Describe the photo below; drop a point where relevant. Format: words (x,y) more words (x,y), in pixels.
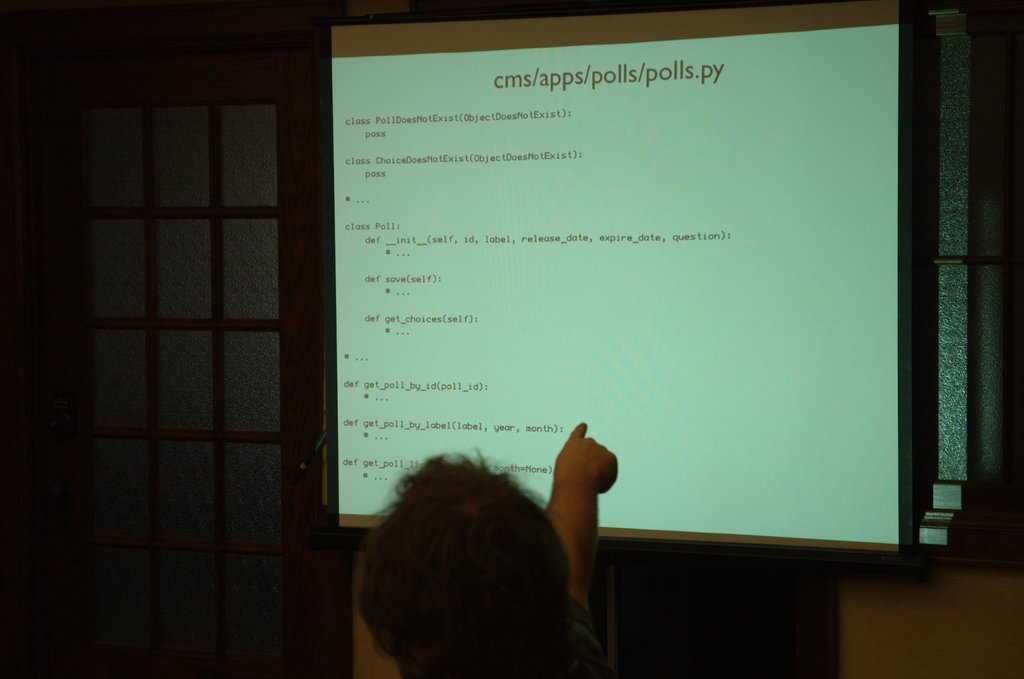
In this image there is a projector board (630,246). There is text (473,385) on the board (456,365). At the bottom (441,608) there is a person (482,606). In the background (202,246) there are windows (101,215) to the wall (904,607).
